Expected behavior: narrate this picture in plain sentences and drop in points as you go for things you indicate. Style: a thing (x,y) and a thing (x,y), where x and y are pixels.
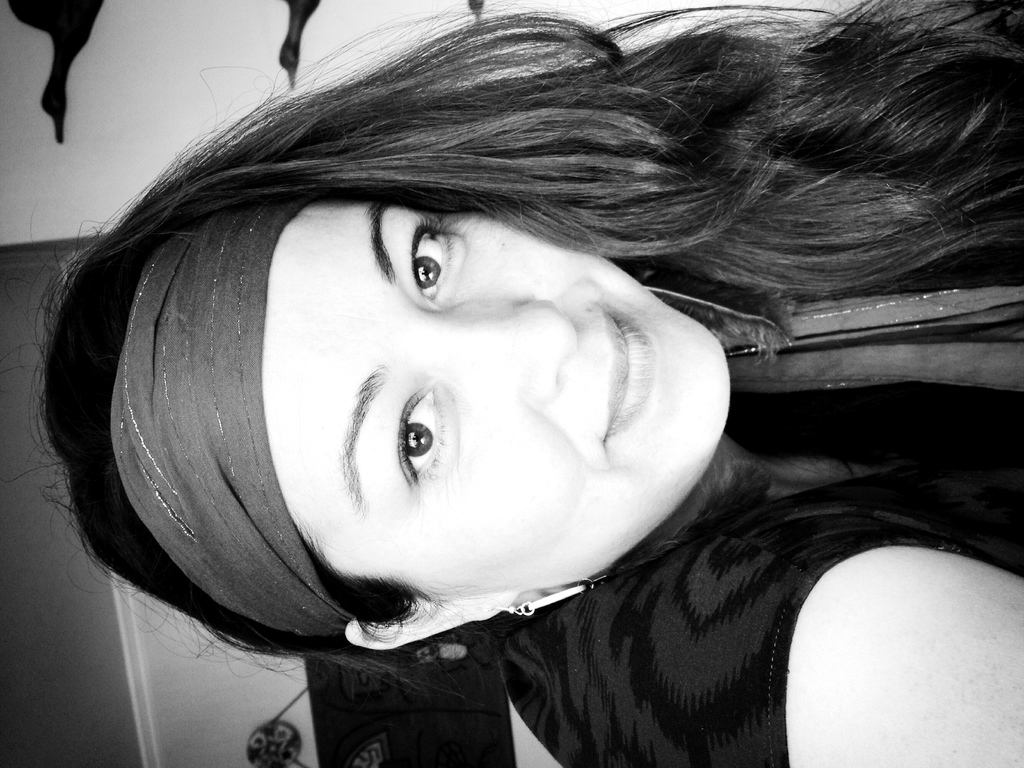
This image consists of a woman (762,557) wearing a black dress (652,613). In the background (228,63), we can see a wall (194,137).
